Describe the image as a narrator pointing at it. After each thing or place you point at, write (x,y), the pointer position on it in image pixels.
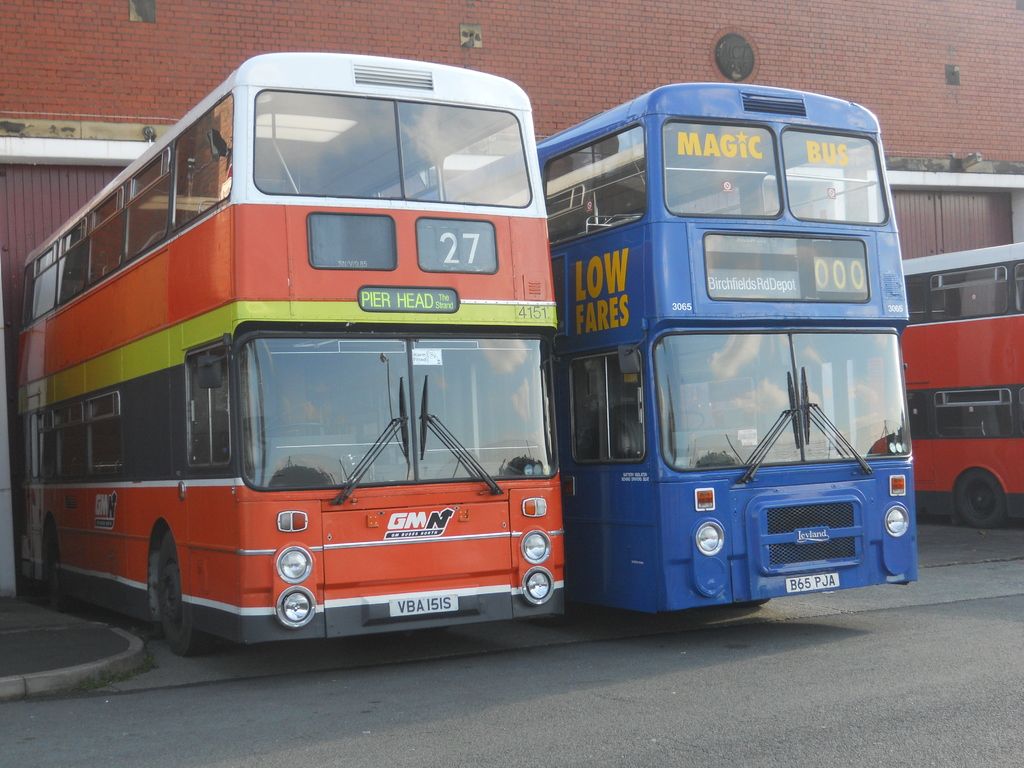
In this picture we can see buses (612,350) on the road (812,620) and in the background (332,22) we can see the wall (711,33) and some objects (925,209).
